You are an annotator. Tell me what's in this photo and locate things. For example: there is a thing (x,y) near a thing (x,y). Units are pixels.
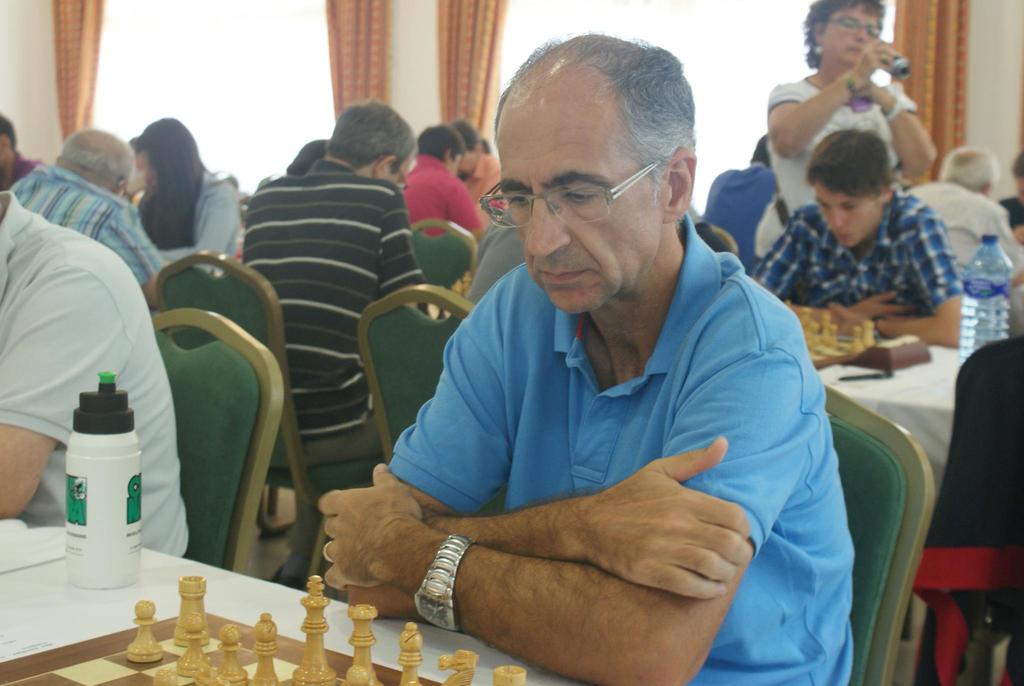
In this picture we can see many people (419,207) sitting on chair (393,352) and playing chess and in front of them there are tables (114,602) and on table (114,621) we can see chess boards (82,649), bottles (88,449) and here the woman (847,2) holding camera (900,75) and in background (346,18) we can see curtain (340,38).
